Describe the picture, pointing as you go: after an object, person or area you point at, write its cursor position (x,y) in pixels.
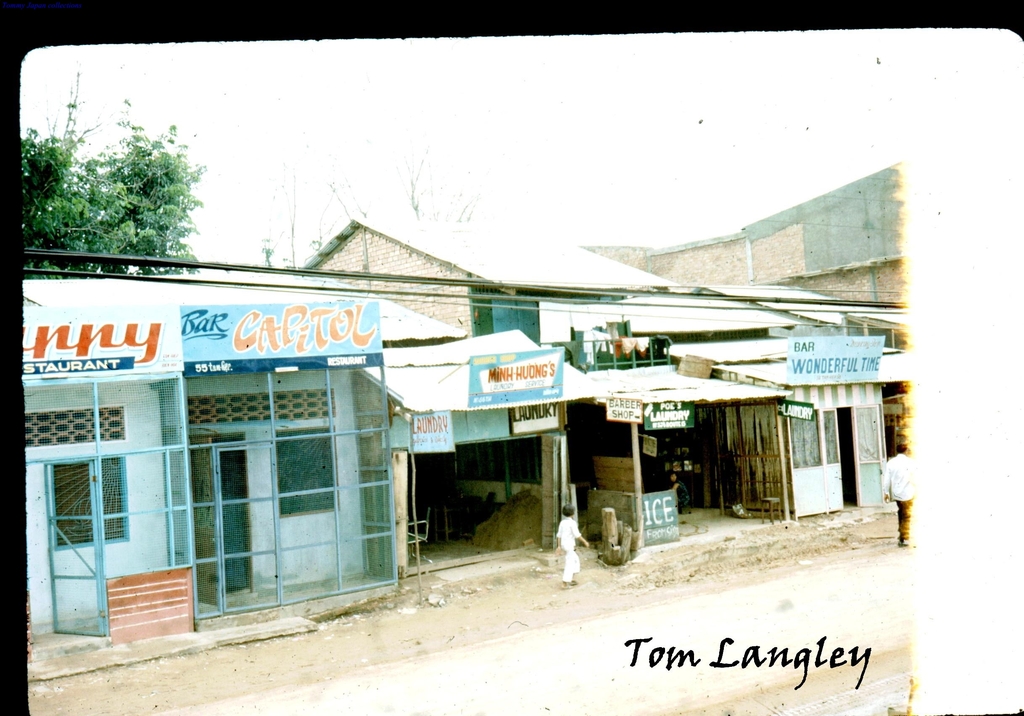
In this image I can see a text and two persons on the road (444,585). In the background (855,468) I can shops (387,421), boards (506,387), houses (308,267) and trees (160,251). On the top (446,141) I can see the sky (540,84). This image is taken during a day.
